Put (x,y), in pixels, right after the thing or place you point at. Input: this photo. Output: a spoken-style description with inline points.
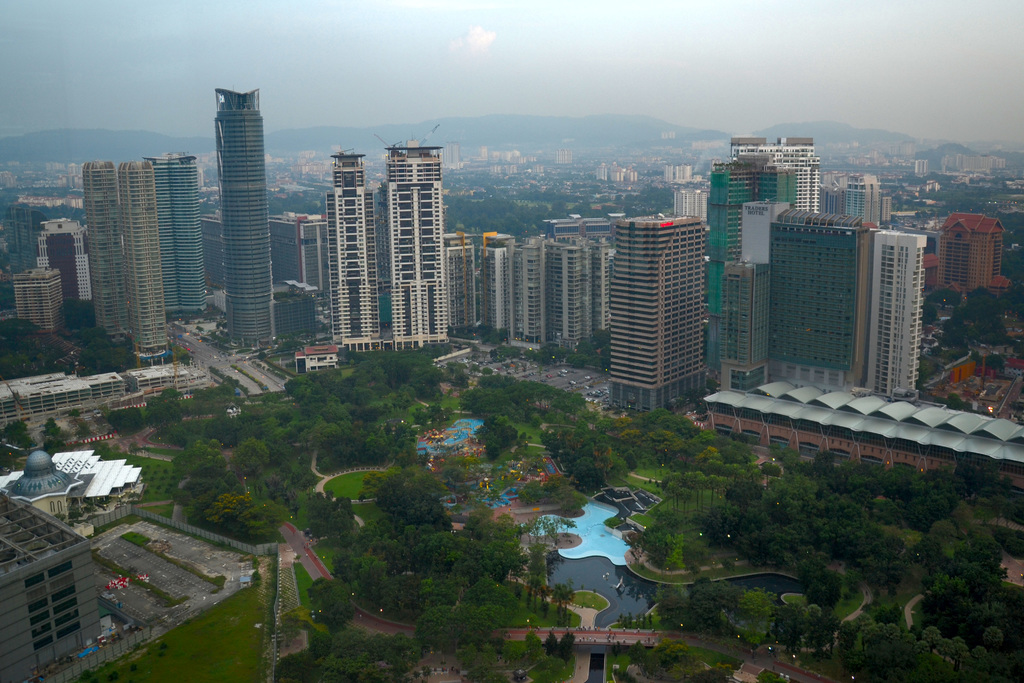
This is the top view of a city (394,210), in this image there are trees (392,444), buildings (347,309), roads (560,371), vehicles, swimming pools (587,525), in the background of the image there are mountains (486,129), at the top of the image (361,108) there are clouds (573,60) in the sky (196,88).
